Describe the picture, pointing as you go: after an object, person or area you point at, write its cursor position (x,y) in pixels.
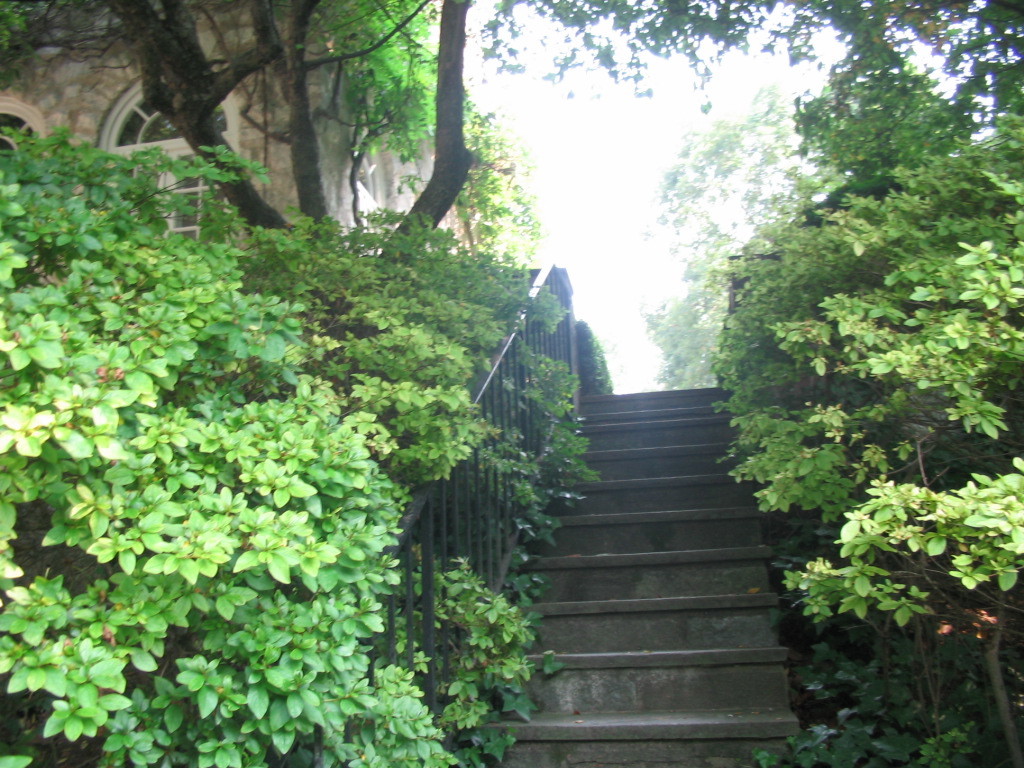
This image consists of tree (302,160) and plants (835,233) on the left (209,149) and right. In the middle (643,447), there are steps (674,729) along with a railing (496,513). On the left (77,120), we can see a building (274,115). At the top (605,136), there is sky (629,150).
